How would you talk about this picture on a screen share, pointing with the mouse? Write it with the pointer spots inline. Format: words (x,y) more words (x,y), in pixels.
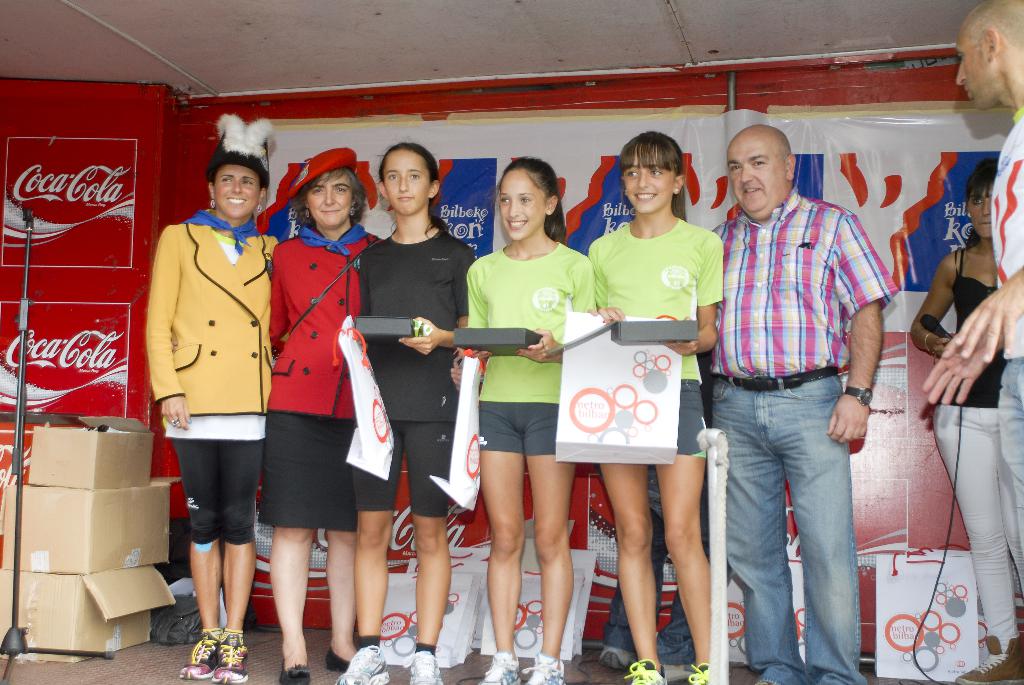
In this picture we can see a group of people (492,525) standing and a woman (985,575) holding a mic (936,334) with her hand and some people (519,517) are holding boxes (520,336) and bags (611,349) with their hands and smiling and in the background (122,521) we can see bags (939,563), boxes (30,549), posters (37,195) and some objects (173,529).
